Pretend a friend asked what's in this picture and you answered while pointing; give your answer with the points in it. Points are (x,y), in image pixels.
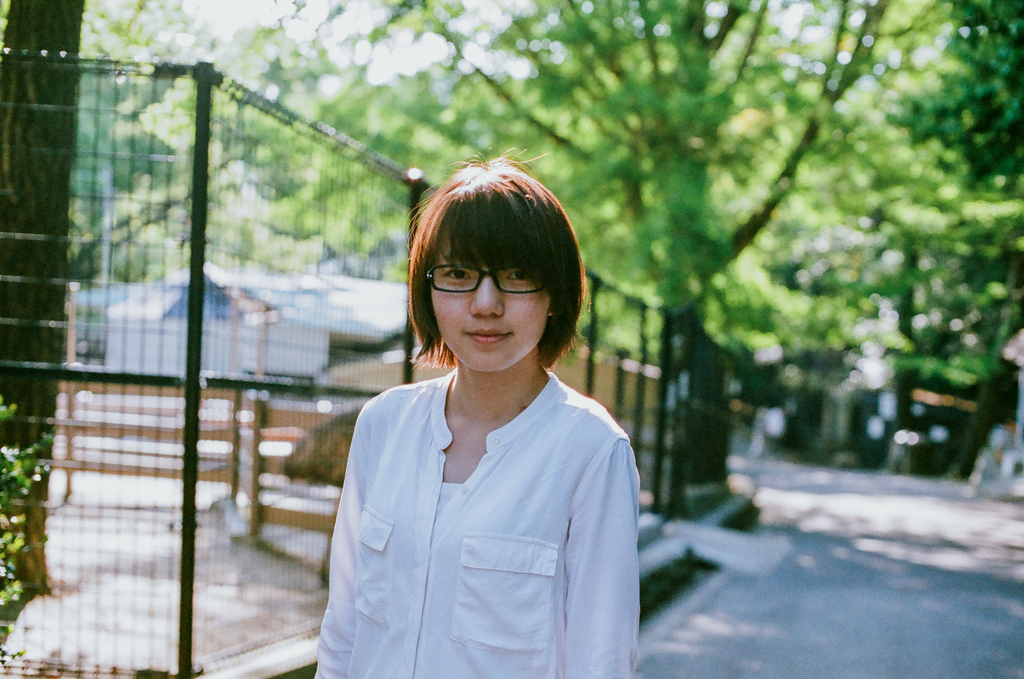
There is a woman (565,400) in white color shirt (584,527) smiling and standing on the road (760,588) near a fencing (74,466) and a plant (8,457). In the background (635,168), there are trees (529,93), there is a house (278,307) which is having roof (330,331), wooden objects (267,435) and there is sky (361,47).
